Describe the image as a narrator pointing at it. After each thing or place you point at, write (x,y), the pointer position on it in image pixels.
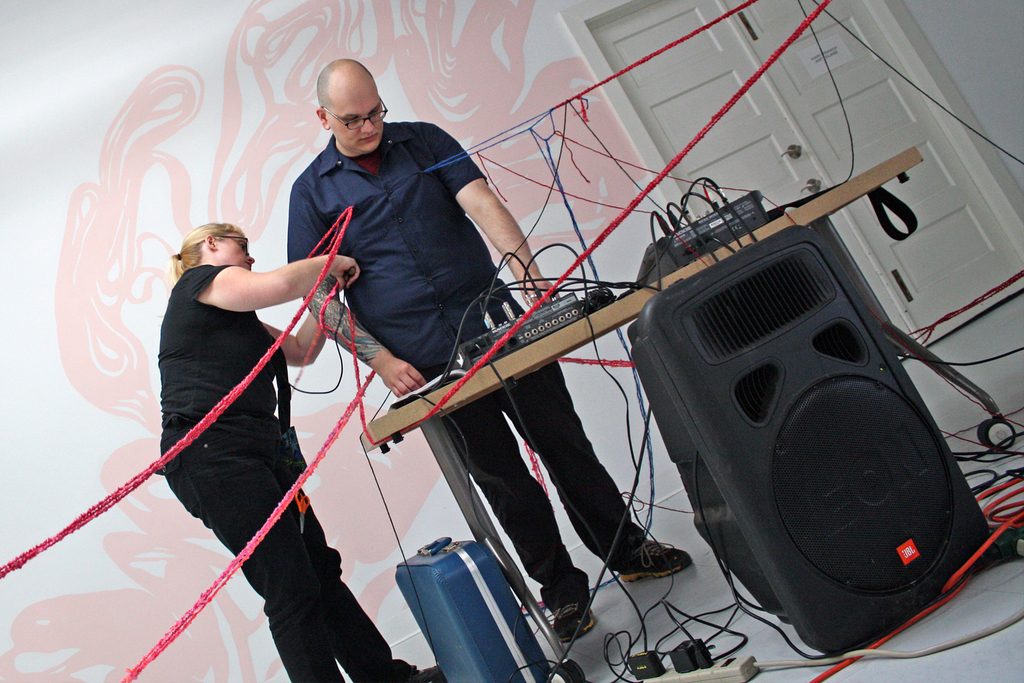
In this image I can see in the middle (480,436) a man (576,466) is standing and operating the musical amplifier (569,317), he wore shirt (467,243), trouser (547,414), shoes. On the right side (911,430) there is a speaker (893,433) in black color, on the left side (317,340) a woman (317,340) is there, she wore black color top (195,394), trouser (227,464) and tying the rope (284,504) in red color. On the right side (732,118) there is the door (701,91).
